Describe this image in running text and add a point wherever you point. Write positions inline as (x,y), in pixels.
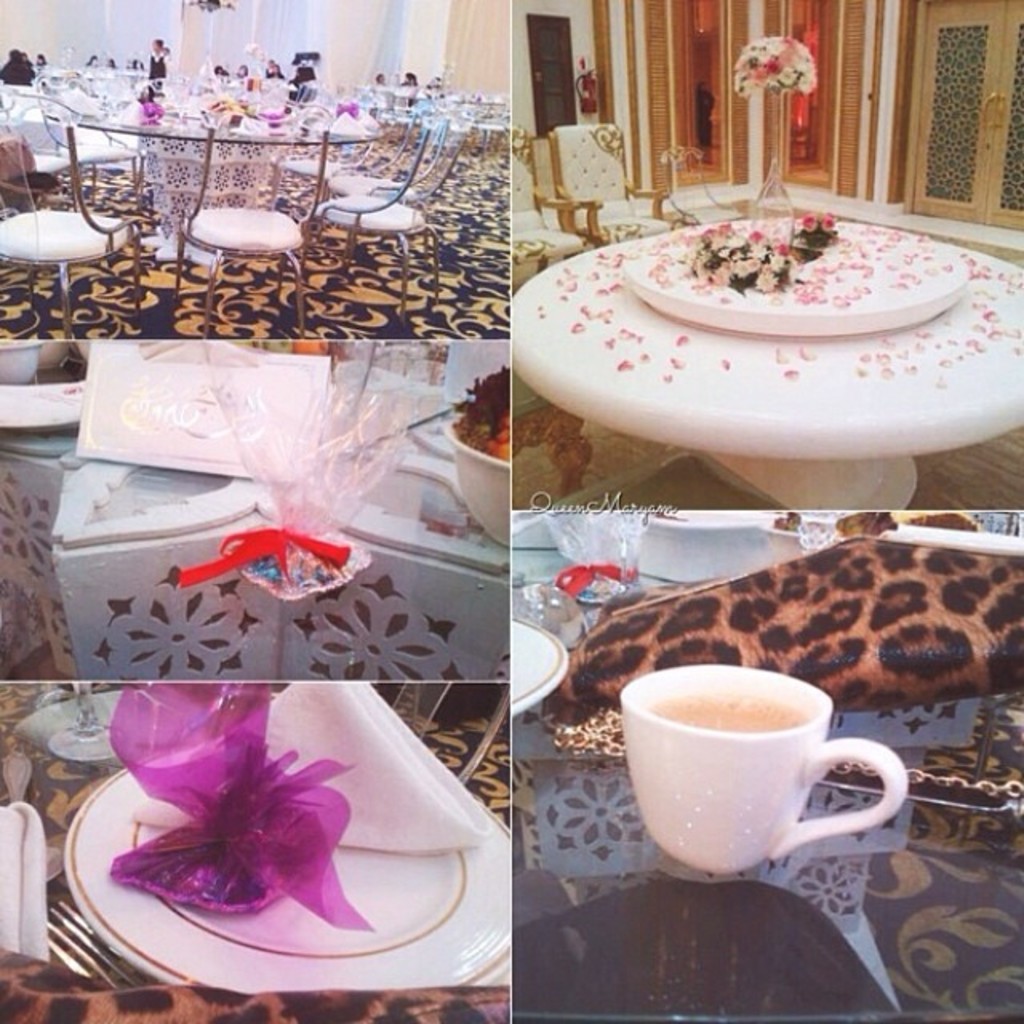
A collage picture. This is a cup of tea (728,690) on a table (948,749). This is a table (948,375) with flowers (700,278) and chairs (627,219), that are doors (960,125). These are tables (458,107), chairs (353,197) and persons (405,72). This is a furniture (174,513) with ribbon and card (259,401). This is a plate (215,970), gift wrap (132,877), tissue (364,779) and fork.
